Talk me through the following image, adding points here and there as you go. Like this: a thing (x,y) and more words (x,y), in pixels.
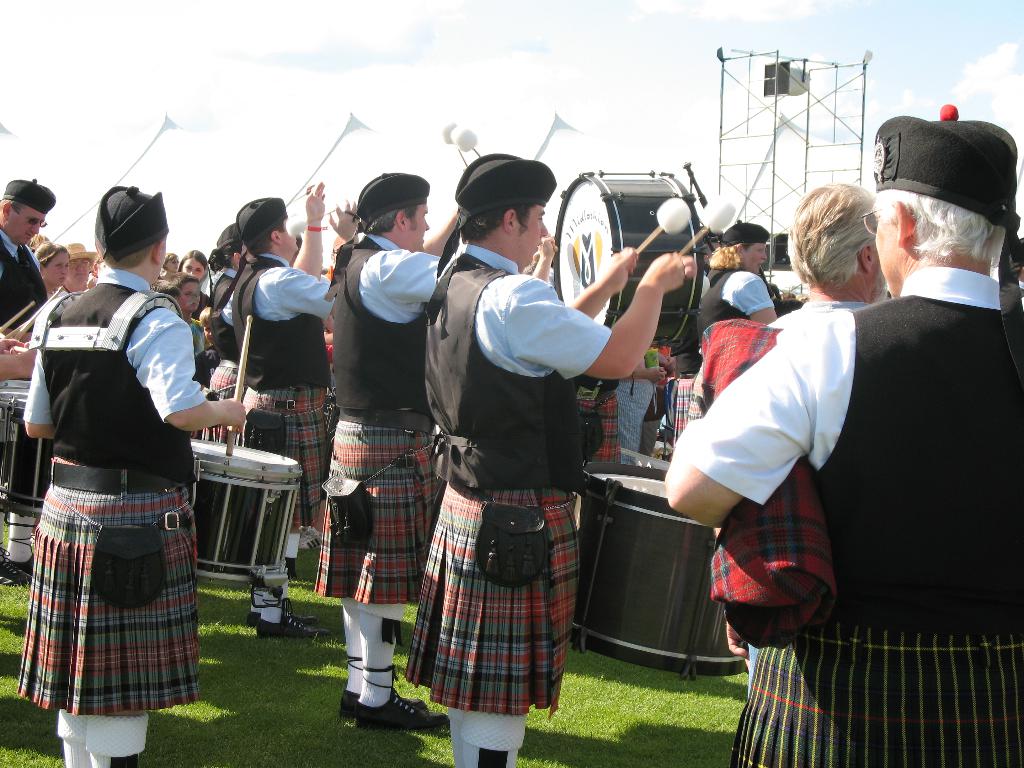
In this image there are group of people (355,313) who are wearing the jackets (488,451) and skirts (475,534) are beating the drums (687,585). In the background (787,141) there is a stand (757,135). At the top (594,51) there is the sky (593,47). At the bottom (288,715) there is grass (271,720). There is a person (886,413) on the right side (929,470) who is holding the cloth (751,528).
